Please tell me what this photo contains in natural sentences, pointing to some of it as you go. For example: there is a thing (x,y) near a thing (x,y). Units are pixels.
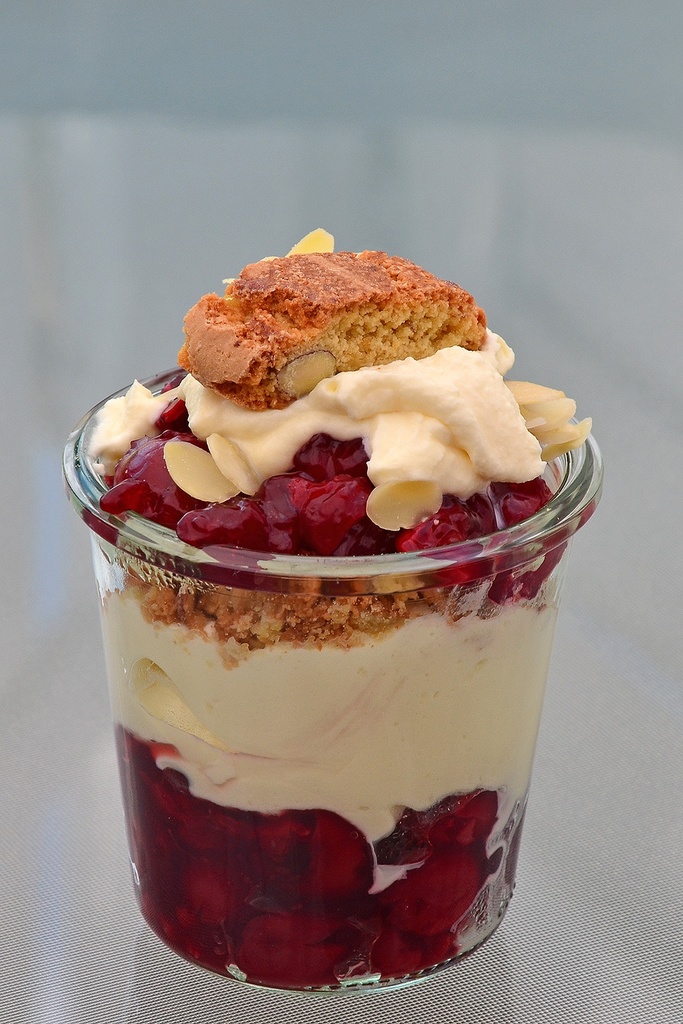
Here in this picture we can see ice cream (360,493) present in a cup (327,746), which is present on the table (118,913) over there.
